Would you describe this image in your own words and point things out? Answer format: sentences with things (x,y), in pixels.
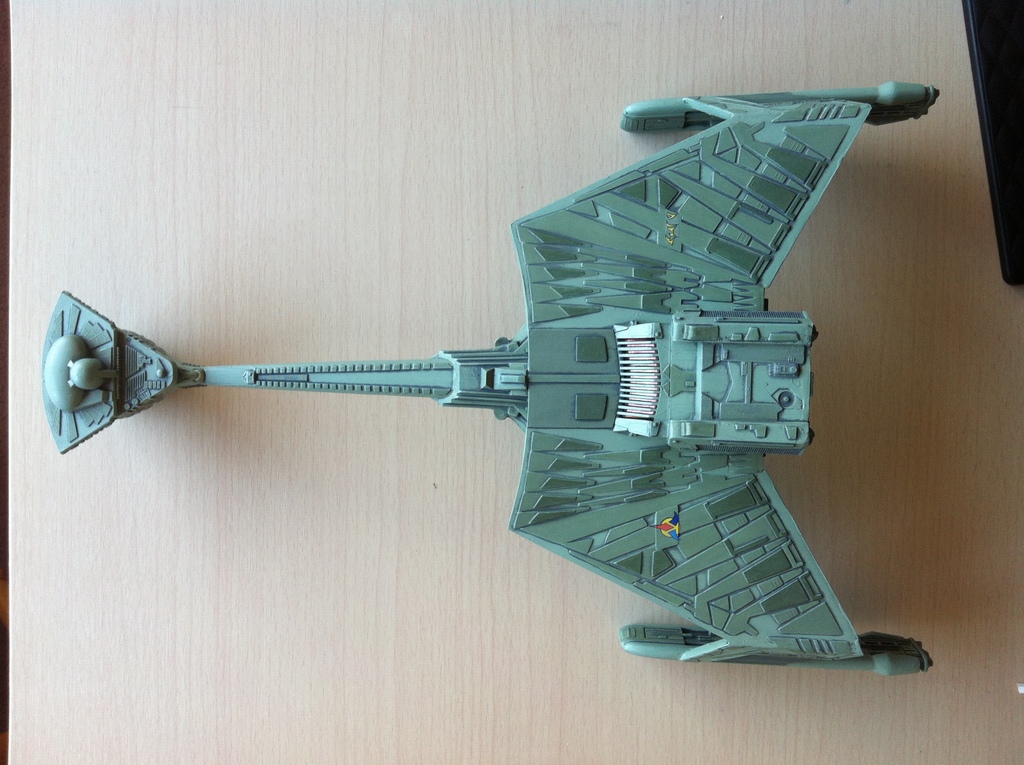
Here I can see a metal object (555,279) which is looking like a toy and it is placed on a table (356,170). In the top right (996,70) I can see a black color object (996,92).
